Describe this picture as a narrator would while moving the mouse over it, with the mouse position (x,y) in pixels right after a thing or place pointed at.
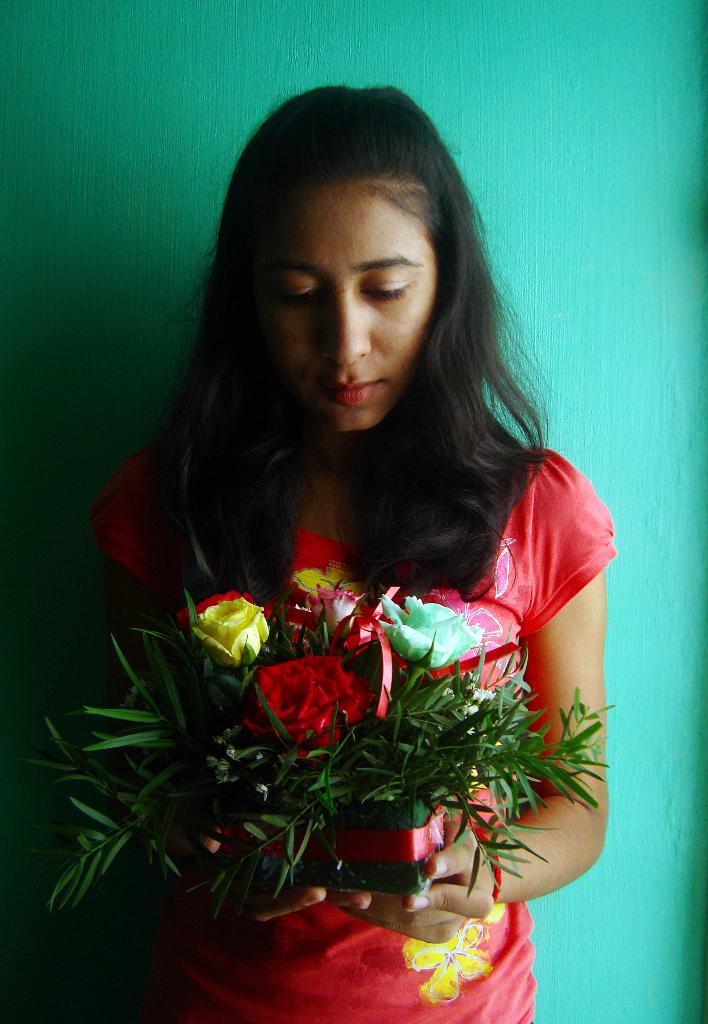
In this image there is one woman (175,833) standing in middle of this image (244,645) is holding some flowers (326,718) and there is a wall (319,53) in the background (629,235).
